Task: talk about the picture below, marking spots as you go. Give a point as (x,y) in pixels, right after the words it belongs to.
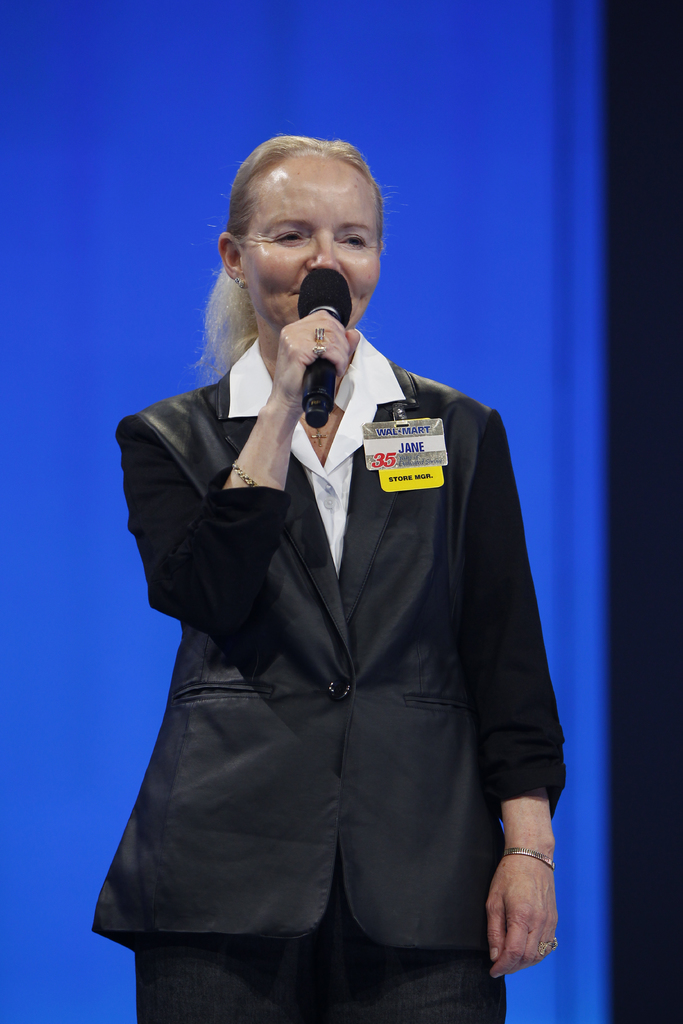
In this image we can see a woman (447,433) standing and holding a mic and it looks like she is talking. The background (58,189) is blue in color.
